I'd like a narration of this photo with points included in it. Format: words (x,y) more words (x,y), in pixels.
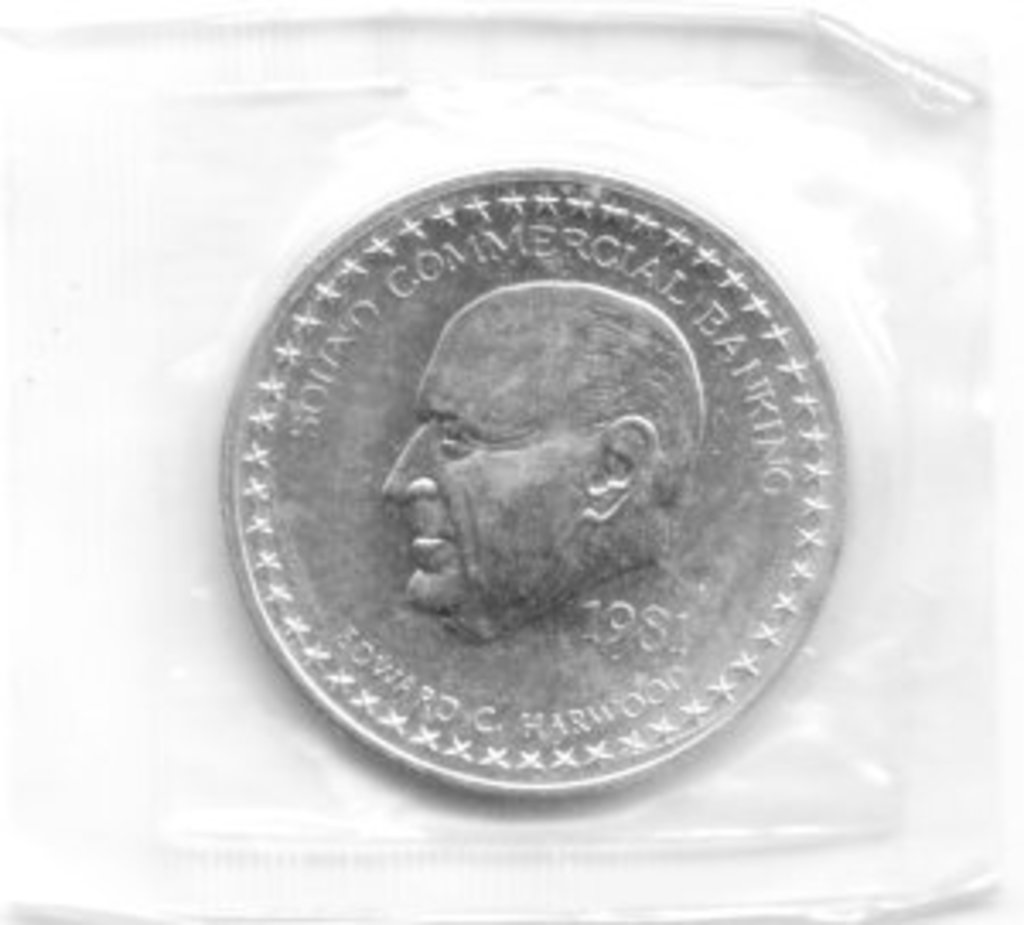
In the foreground of this picture (504,192), there is a coin (716,446) on which a model of a person's face (535,488) and some text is printed on it. The background (302,91) is in white color.
